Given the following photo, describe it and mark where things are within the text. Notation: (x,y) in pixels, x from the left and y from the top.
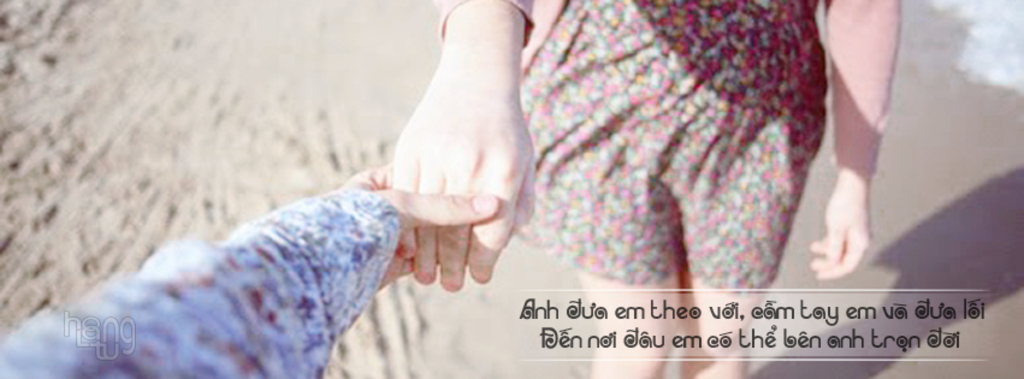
In this image there are two persons (575,195), one person (532,231) holding the hand (377,183) of another person (613,154), there is sand (234,108), and there are watermarks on the image.
